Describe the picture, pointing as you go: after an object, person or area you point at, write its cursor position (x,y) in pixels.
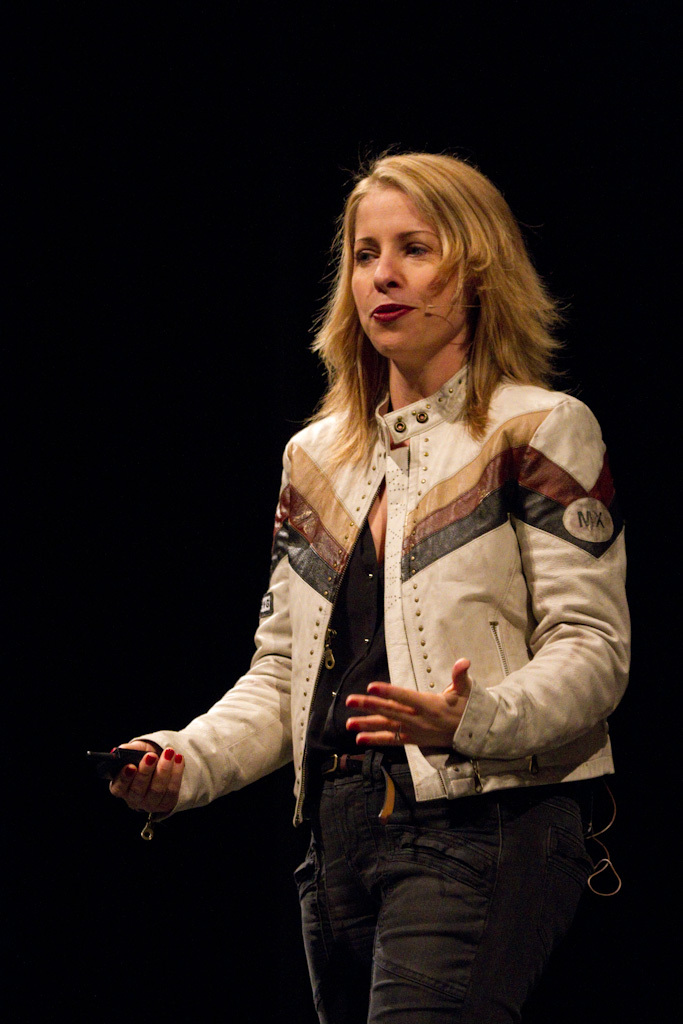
In this image we can see one woman (503,496) walking, wearing a microphone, holding an object (98,754) and talking. There is a black background (108,993).
